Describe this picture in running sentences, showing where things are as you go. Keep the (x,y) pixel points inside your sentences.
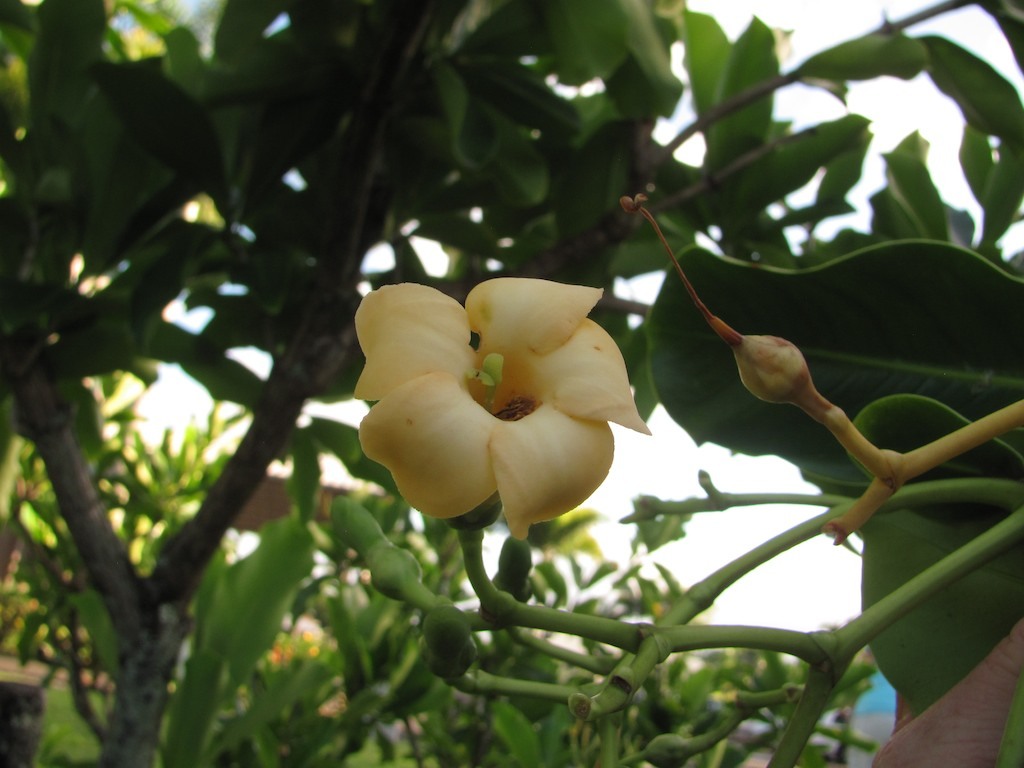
In the picture there is a cream flower (426,424) and a flower bud (519,557) to a plant (401,593), behind the flower (519,300) there are few trees (201,519).
